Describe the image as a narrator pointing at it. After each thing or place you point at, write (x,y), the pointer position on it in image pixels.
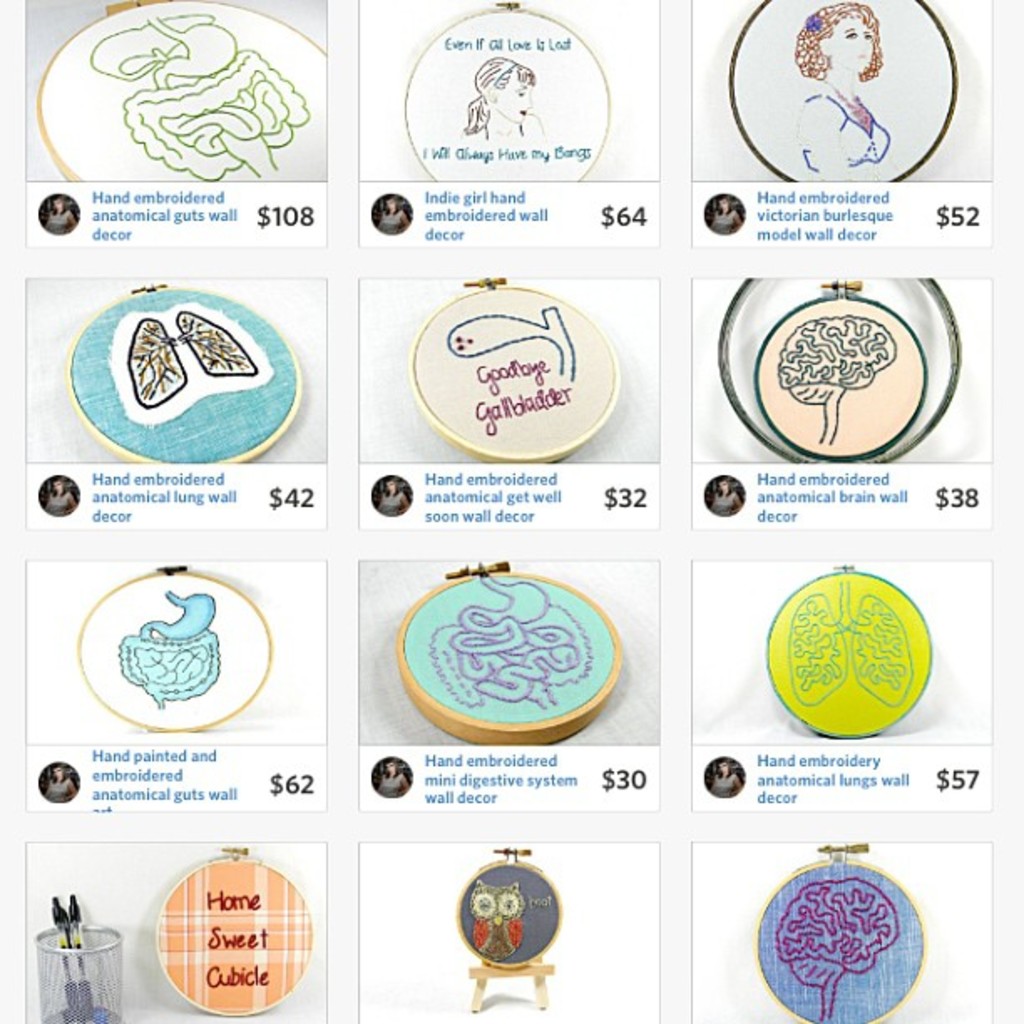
This is an edited image in this image we could see some drawings (853,878) of human body parts (182,113), and there are some pens (70,931) and some boards (171,971).
